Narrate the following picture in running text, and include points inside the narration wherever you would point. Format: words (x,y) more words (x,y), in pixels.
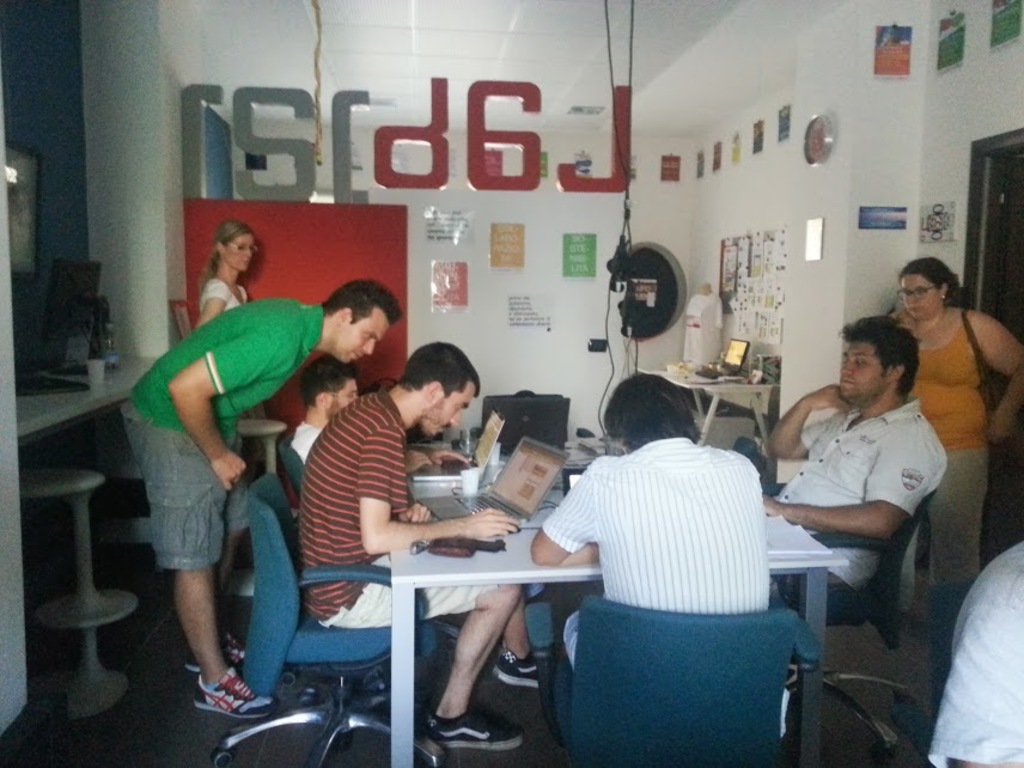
There are four men (364,413) sitting around a table (798,534) and working on their laptops (523,467). A man (259,323) in green in T shirt (272,323) is bent to look a laptop (531,490). A woman (936,413) at right side (937,413) is looking at a table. There is another woman (232,278) on the left side (230,262) wearing white top (222,291).
